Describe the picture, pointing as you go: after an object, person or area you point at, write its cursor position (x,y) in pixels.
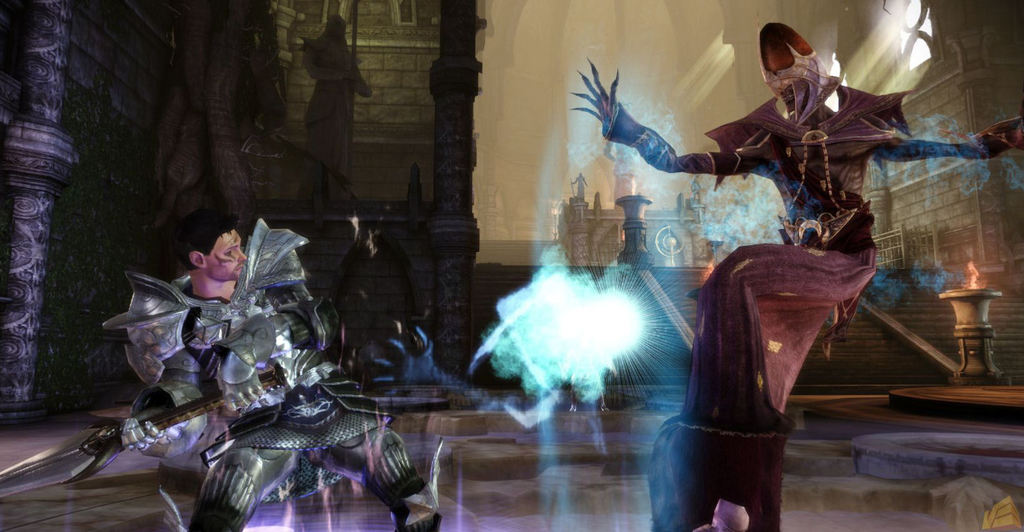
In this image we can see an animated picture, there are two persons (326,326) in that, one of them are holding a sword (220,406), there is a sculpture (337,37), pillar (442,103), walls (379,135), and a staircase (858,332), we can also see a building (977,249).
